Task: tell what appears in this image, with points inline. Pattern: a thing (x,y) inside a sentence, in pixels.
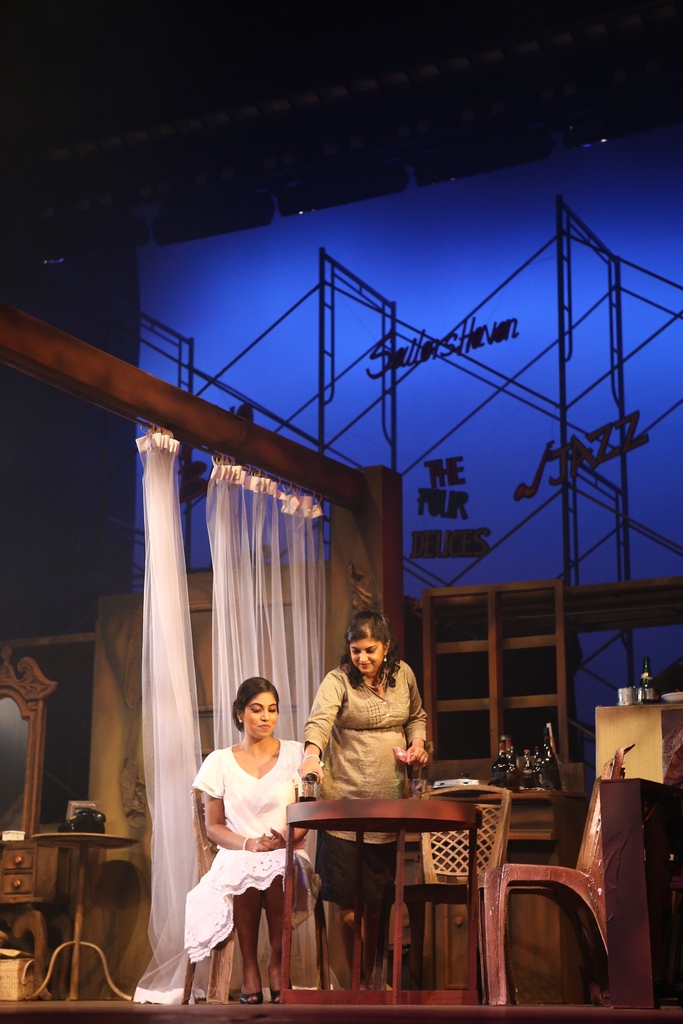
In this picture there are two women (294,749) one of them is sitting and the other one is serving a drink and chairs (493,853) in the backdrop (282,603) there is a curtain (153,606), on to the left (190,512) and there is a blue light (398,418) on the wall (518,358).
